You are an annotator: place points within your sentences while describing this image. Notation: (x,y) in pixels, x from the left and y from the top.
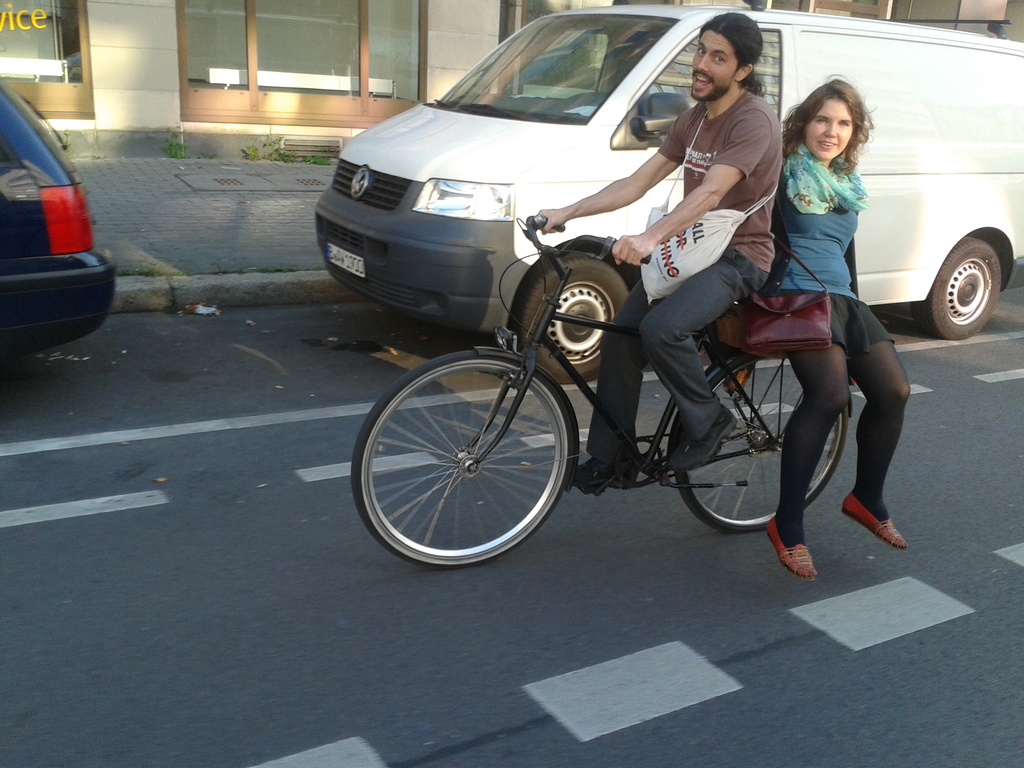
This is the picture of 2 persons (699,355) riding the bicycle (395,395) and in the back ground (968,98) there is a car (453,217), building (295,138) and grass (277,142).
